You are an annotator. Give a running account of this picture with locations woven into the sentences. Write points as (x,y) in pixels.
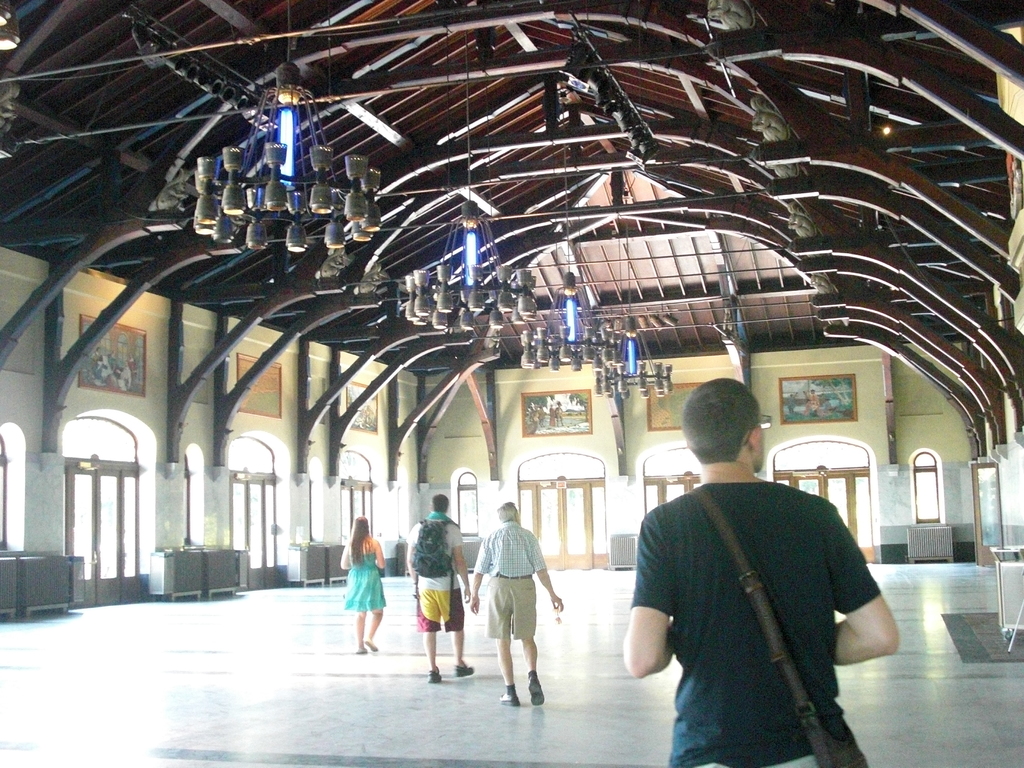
chandeliers (631,356) are attached to roof (486,187). Beside these chandeliers (333,213) there are statues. Here we can see people (502,607). That man (707,583) wore a bag (448,562). Pictures (818,417) are on the walls (779,436). Here we can see doors (93,540) and glass windows (932,507). These are cupboards (194,564).
